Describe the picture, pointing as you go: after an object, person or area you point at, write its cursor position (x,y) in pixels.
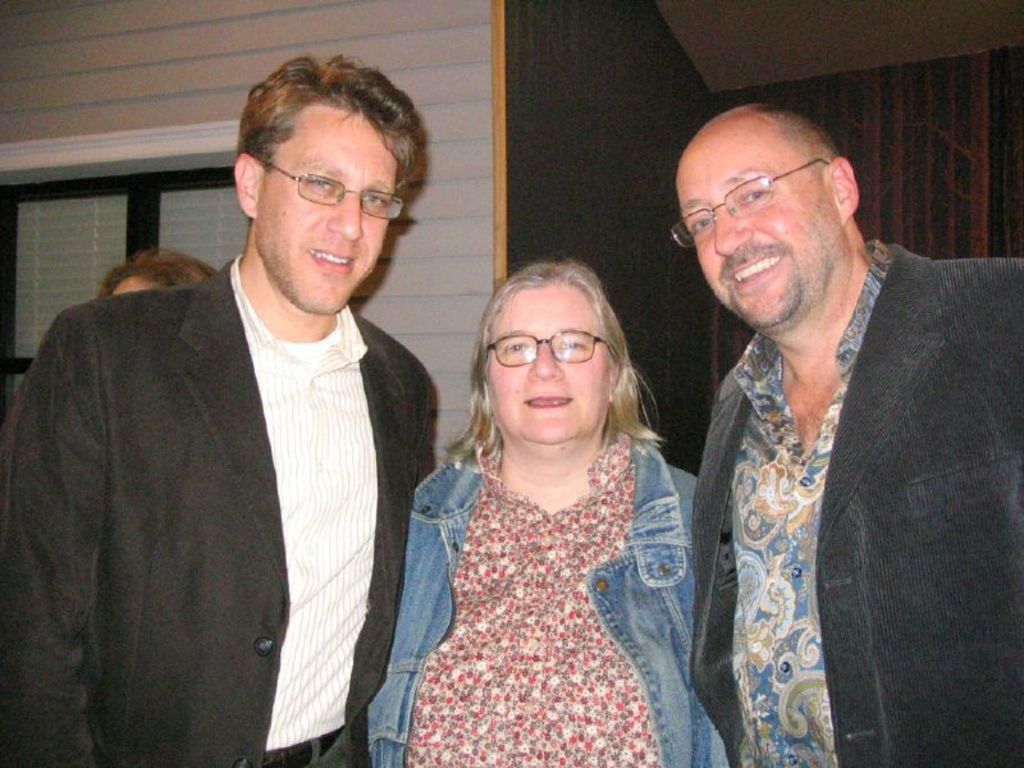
In this picture we can see two men (818,530) and a woman (651,490) are standing and smiling, in the background (410,18) there is a wall (444,42) and a window (173,195).
